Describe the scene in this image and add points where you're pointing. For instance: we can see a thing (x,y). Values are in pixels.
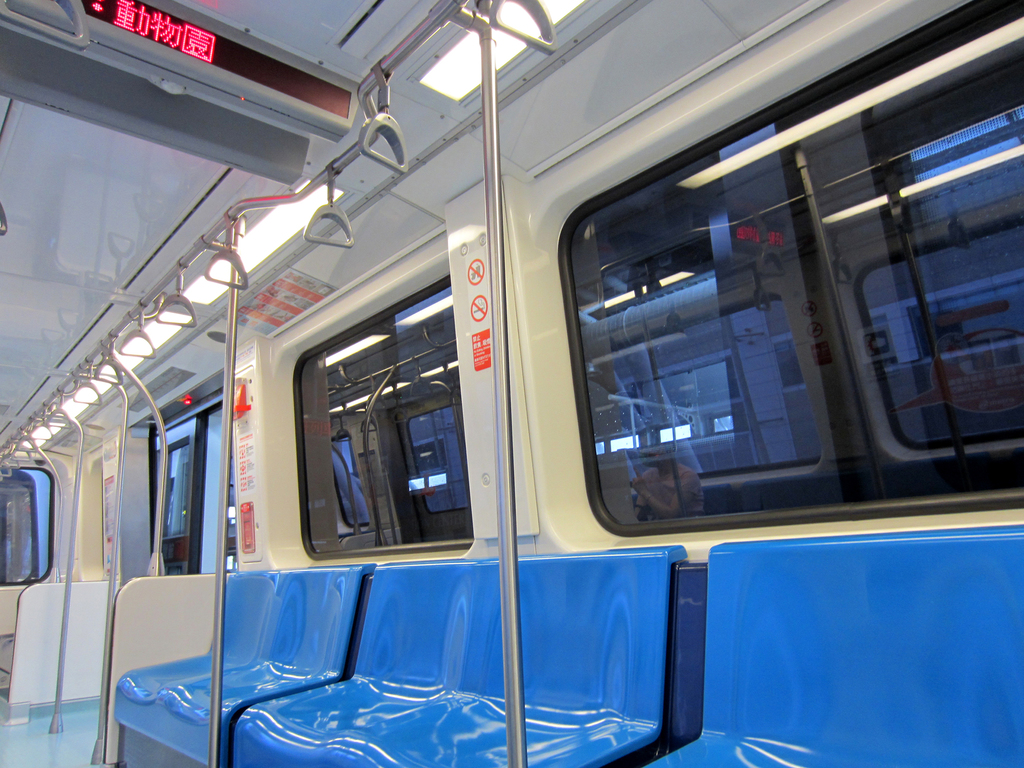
This image is a inner view of a train (259,351) as we can see there are some chairs (784,700) at bottom of this image (278,653) and there are some windows (711,381) in middle of this image (673,419) and there is a display board (250,41) at top of this image (199,88).
